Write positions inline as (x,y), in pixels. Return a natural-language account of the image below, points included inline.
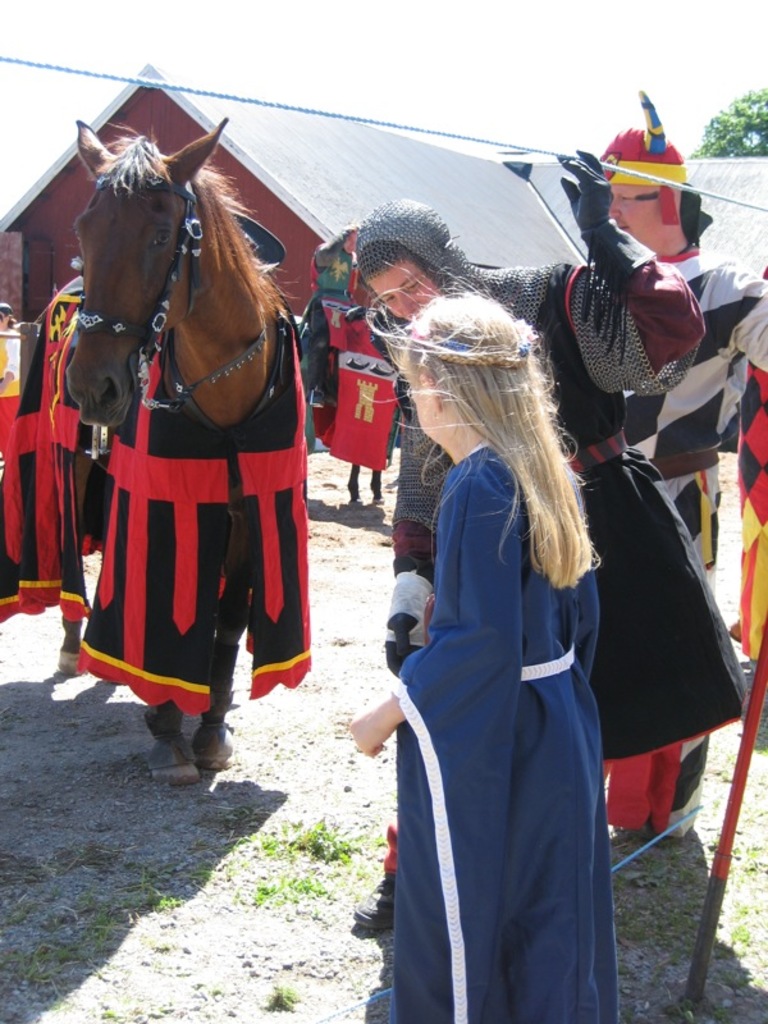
In this image we can see there is a horse (194,365) on the ground (125,705) and there are clothes (151,490) on it. And there are people (481,295) standing on the ground (272,796). And there is a house (236,122), tree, rope (651,180), stick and the sky (380,41).
